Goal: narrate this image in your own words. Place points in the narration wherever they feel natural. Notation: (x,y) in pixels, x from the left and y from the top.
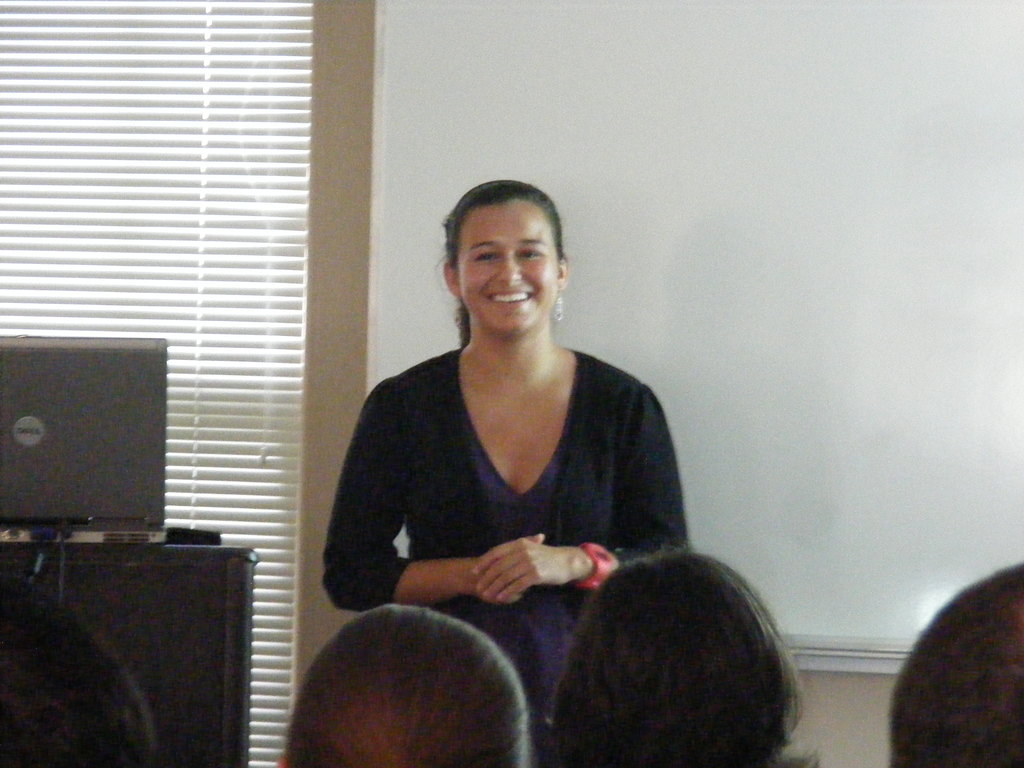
In this image there is a girl (594,408) standing with a smile on her face (531,284), in front of the girl (495,515) we can see the heads (723,697) of other people (696,661), beside the girl (618,444) there is a table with a monitor (148,481) and a few other objects (46,535) on top of it, behind her there is a board (594,254) in white color is hanging on the wall (334,427) and a blind window (258,414).
